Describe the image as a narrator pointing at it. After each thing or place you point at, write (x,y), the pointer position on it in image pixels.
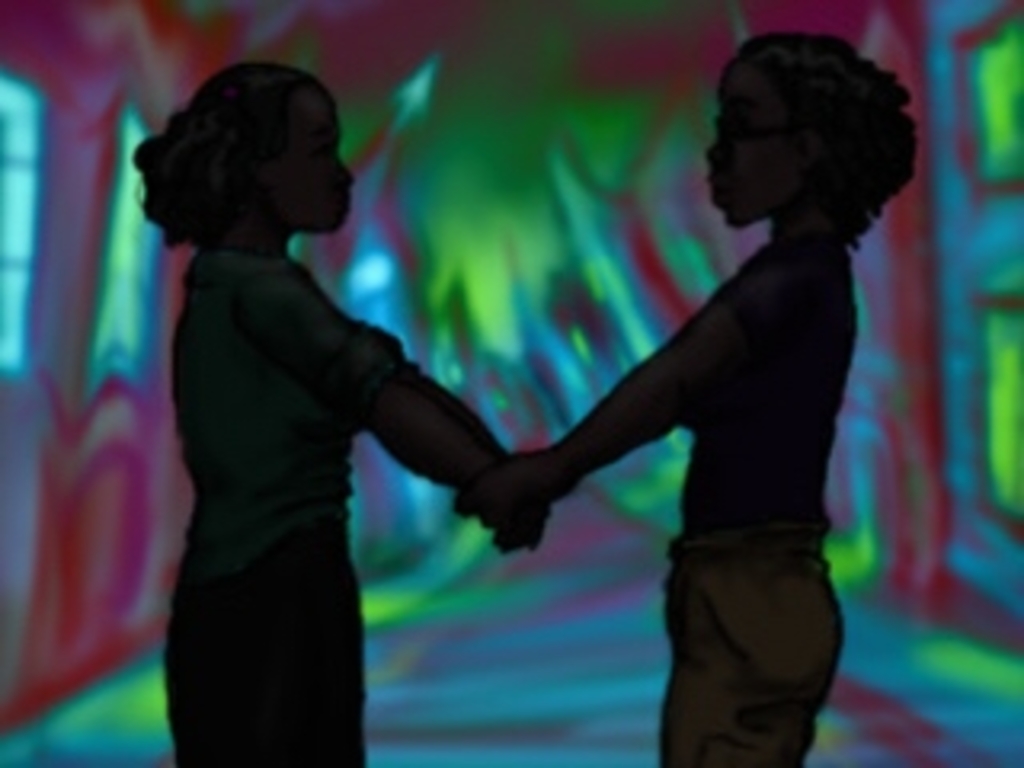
In this image I can see there are kids (844,166) holding their hands (472,484). It is a painted image.
